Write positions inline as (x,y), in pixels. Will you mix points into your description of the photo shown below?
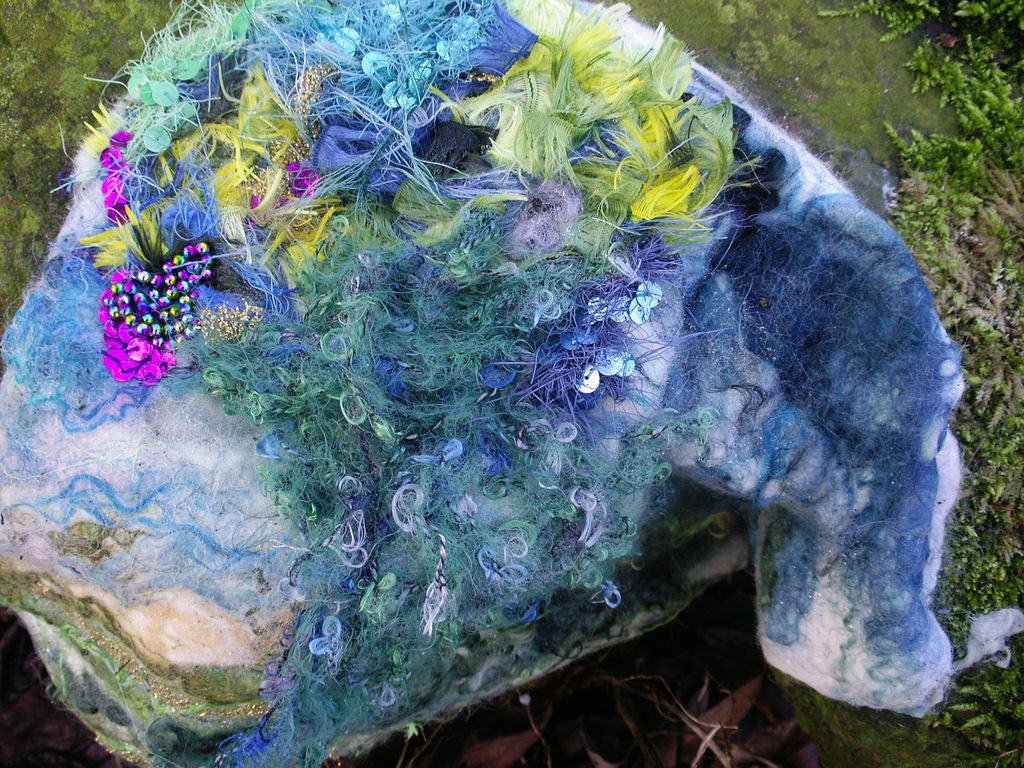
In this picture I can see beads (147,351), threads (504,280) on an object (705,392), and in the background (710,60) there are plants (1018,376).
